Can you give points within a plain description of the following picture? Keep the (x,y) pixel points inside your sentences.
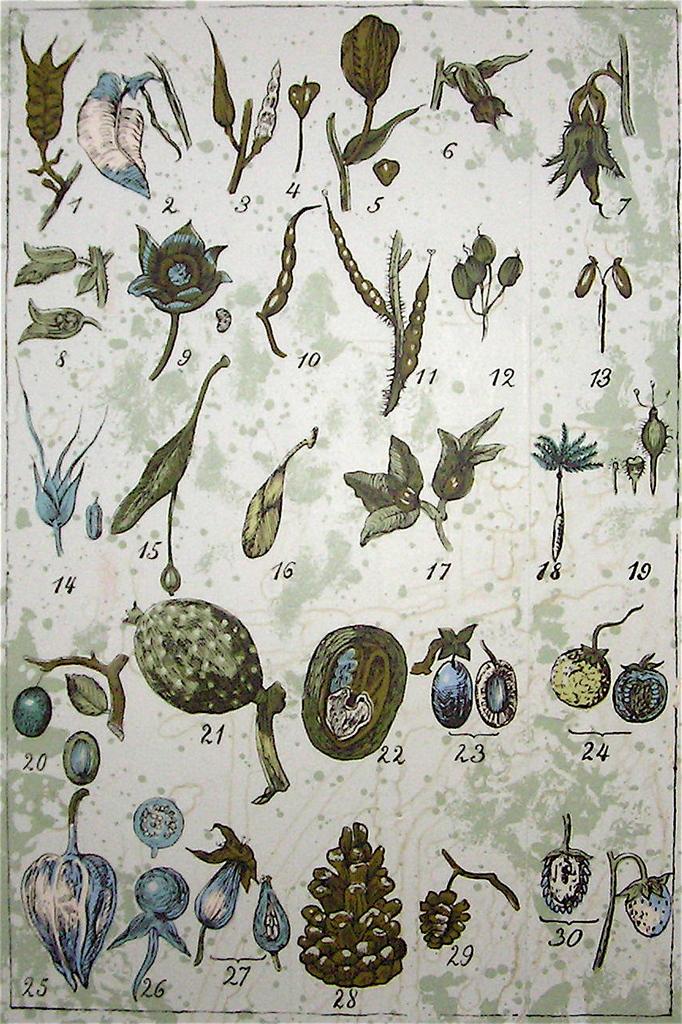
It is an edited image of flowers (234,857) and plants (120,666).
